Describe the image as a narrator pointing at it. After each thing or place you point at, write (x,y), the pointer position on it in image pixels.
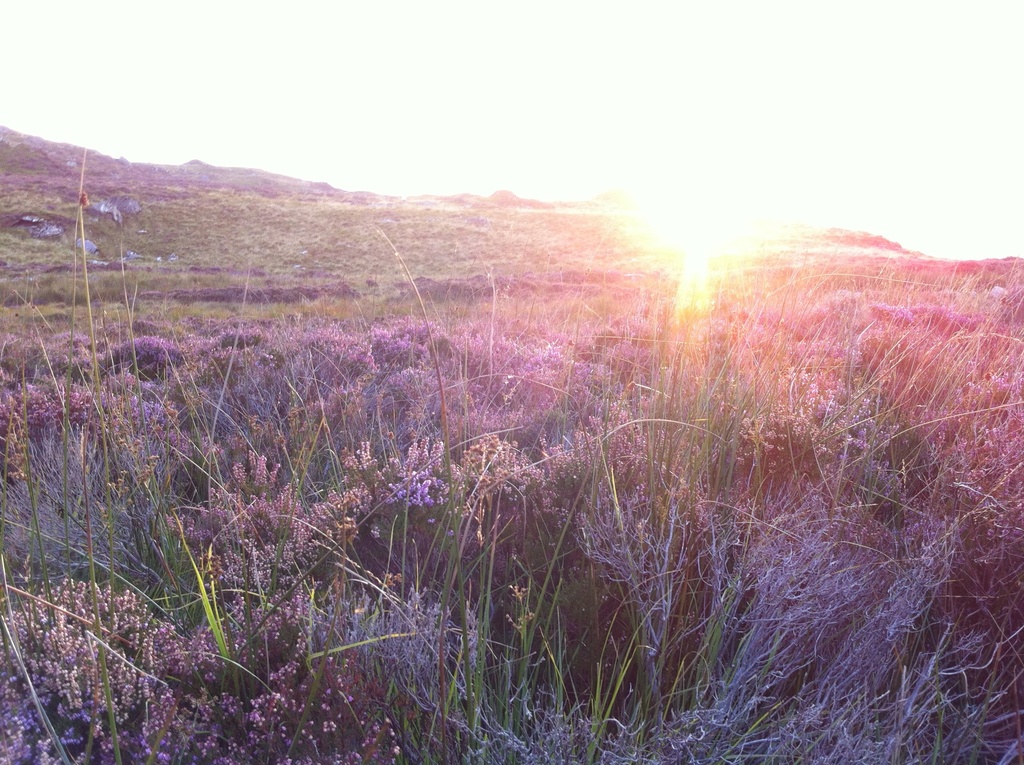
In this image I can see the plants (389,461). In the background (486,51) I can see the sun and the white sky (389,33).
